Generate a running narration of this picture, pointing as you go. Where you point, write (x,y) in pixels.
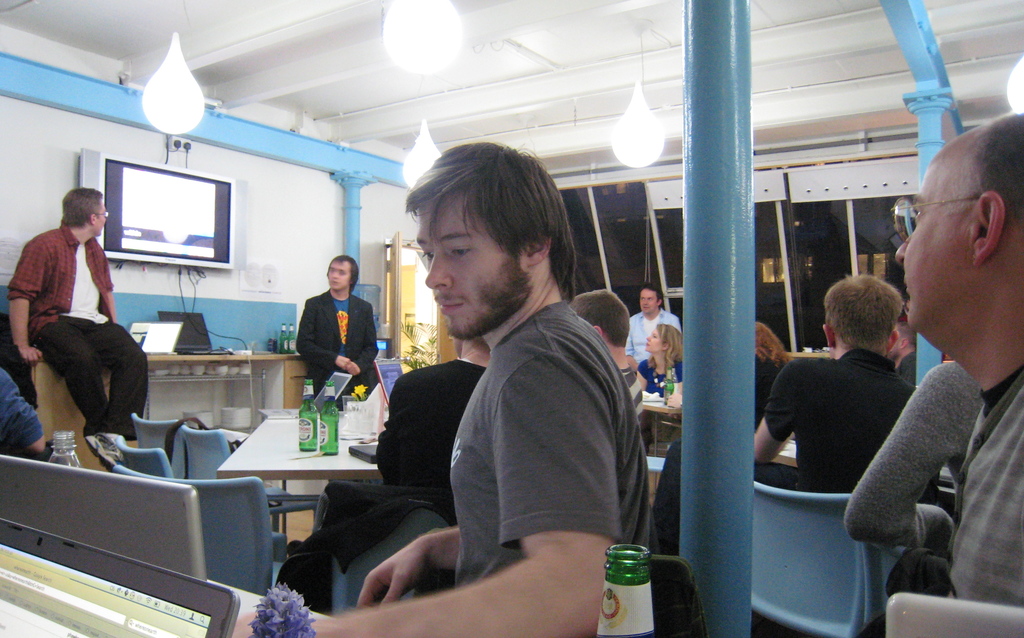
In this image we can see people (981,323), poles (722,34), tables (338,463), door windows (410,268) and plant (424,356). Above these tables (270,463) there are laptops (50,625), bottles (337,433) and things (348,421). Television (206,254) is on the wall (50,200). Light (448,30) are attached to the roof (554,155).
